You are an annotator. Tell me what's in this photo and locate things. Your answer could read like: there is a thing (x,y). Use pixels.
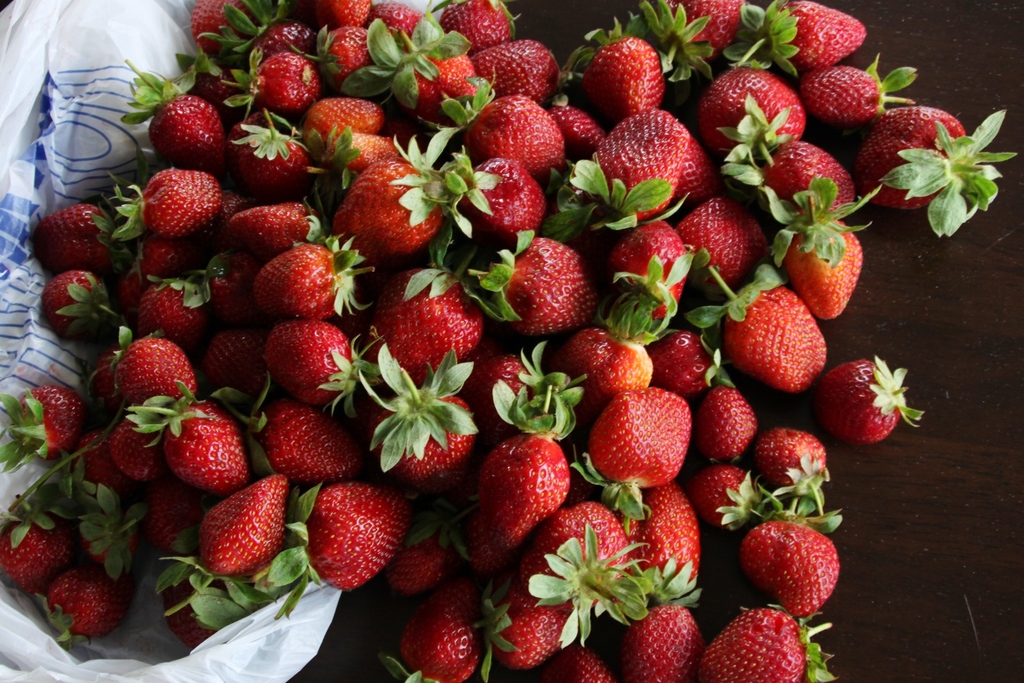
Here we can see strawberries (748,360) and a plastic cover (112,29) on a platform (828,451).
